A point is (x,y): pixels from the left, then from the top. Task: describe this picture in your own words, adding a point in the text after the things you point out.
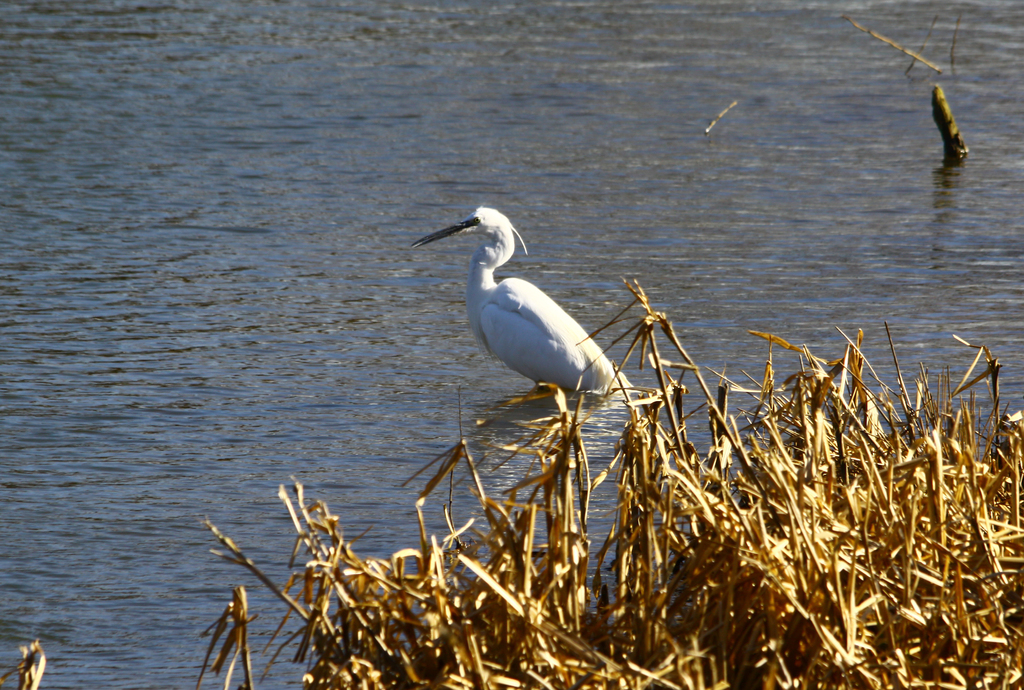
In this image, there is an outside view. There is a crane (540,336) on the water (446,116). There is a grass (955,593) on the bottom right of the image (943,551).
